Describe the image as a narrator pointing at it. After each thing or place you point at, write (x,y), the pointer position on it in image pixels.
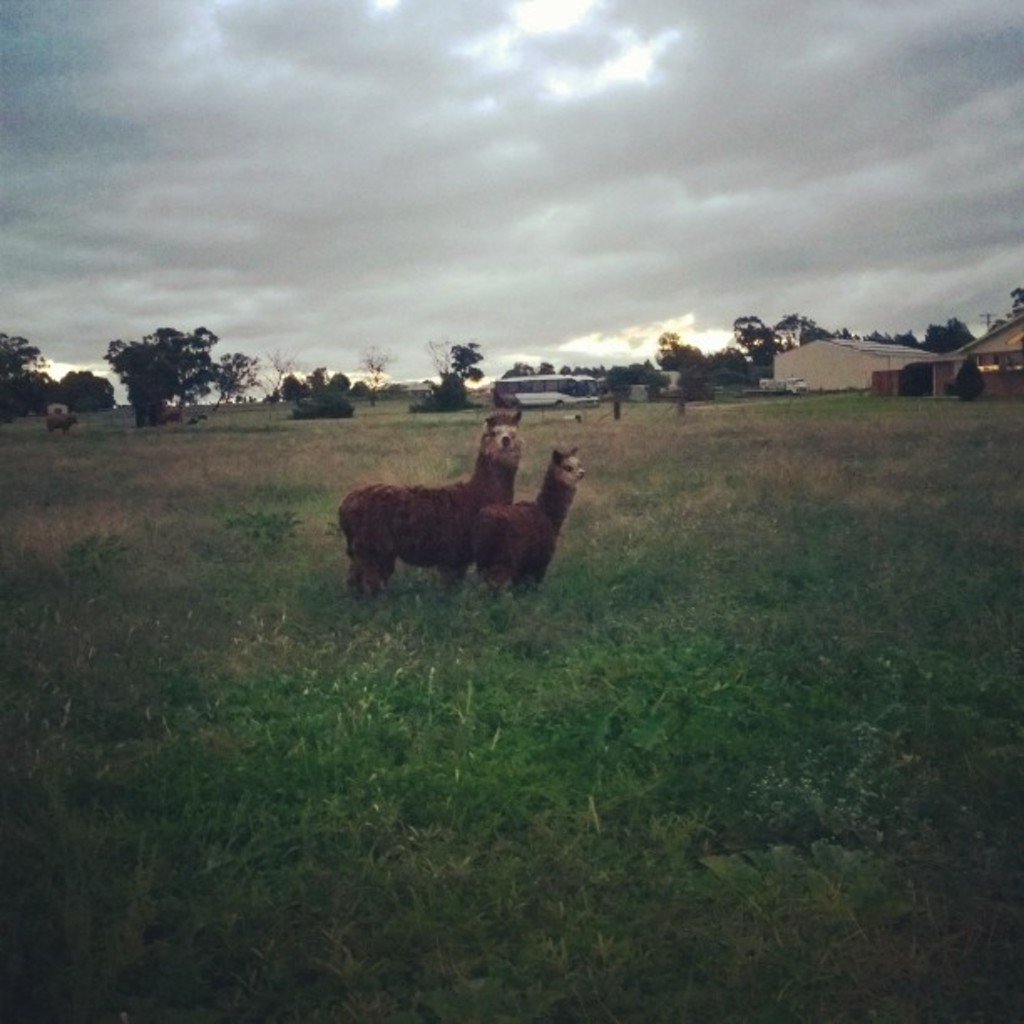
This image is taken outdoors. At the top of the image (184,168) there is the sky (389,312) with clouds (841,248). At the bottom of the image (545,907) there is a ground (781,930) with grass (263,789) on it and there are few plants (785,877) on the ground (209,633). In the background (156,383) there are many trees (623,372). There are a few houses (860,374). A bus (522,377) is moving on the road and there are a few animals (50,430). In the middle of the image (404,500) there are two animals (387,528).
